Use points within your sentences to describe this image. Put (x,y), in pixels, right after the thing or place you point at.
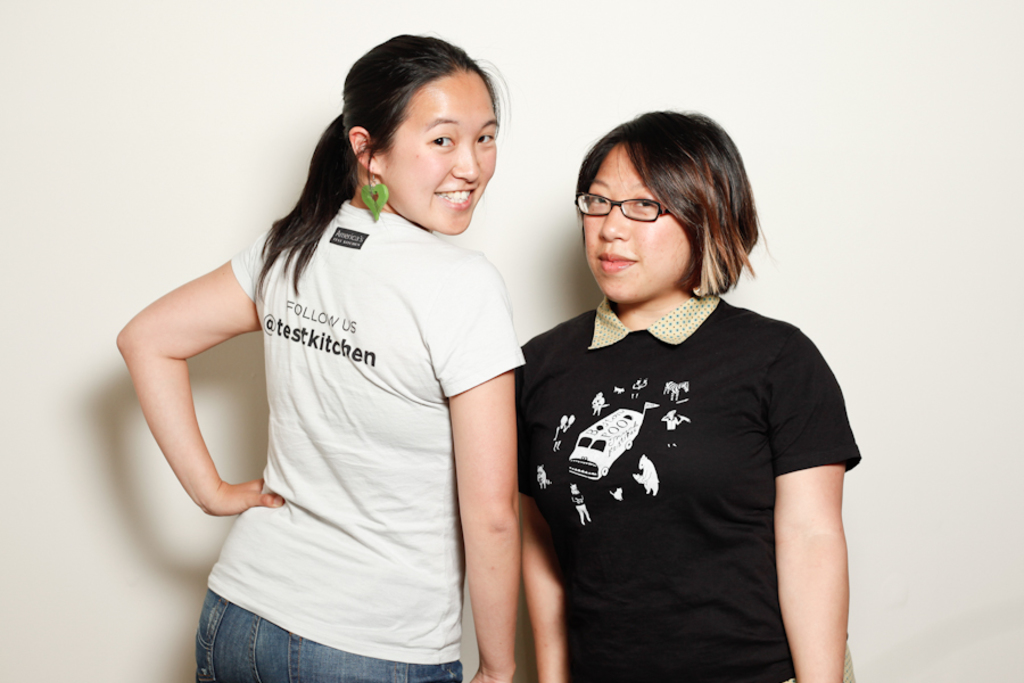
In this image, there are a few people (664,576). We can also see the background (650,32).
